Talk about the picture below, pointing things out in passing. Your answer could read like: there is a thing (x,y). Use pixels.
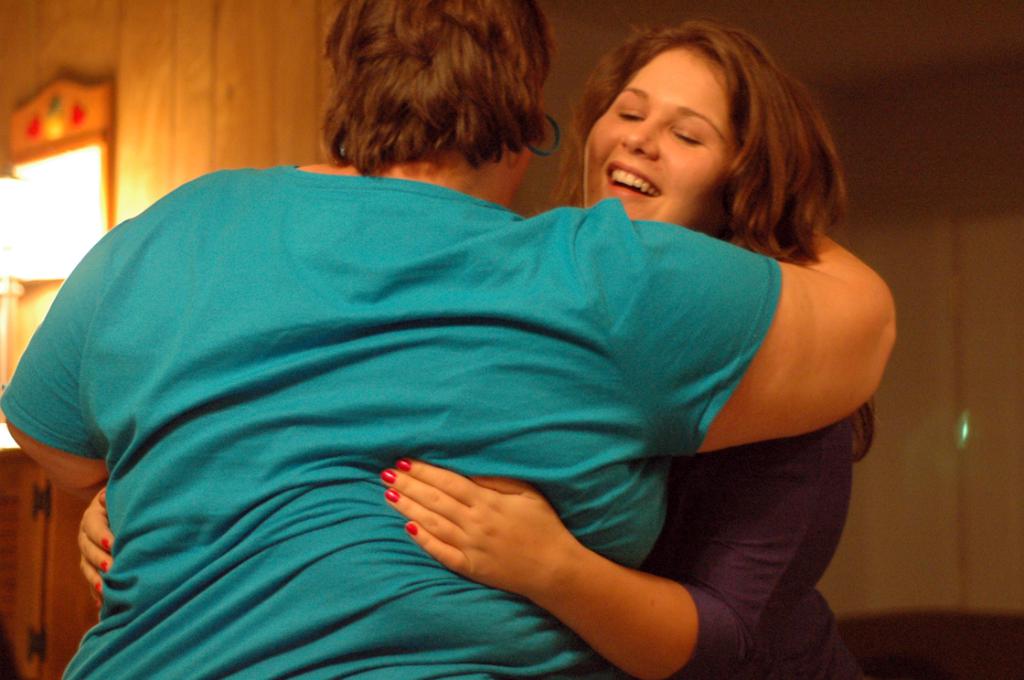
Here we can see two persons (551,348) are hugging each other and she is smiling. In the background (238,26) we can see wall (948,468).
